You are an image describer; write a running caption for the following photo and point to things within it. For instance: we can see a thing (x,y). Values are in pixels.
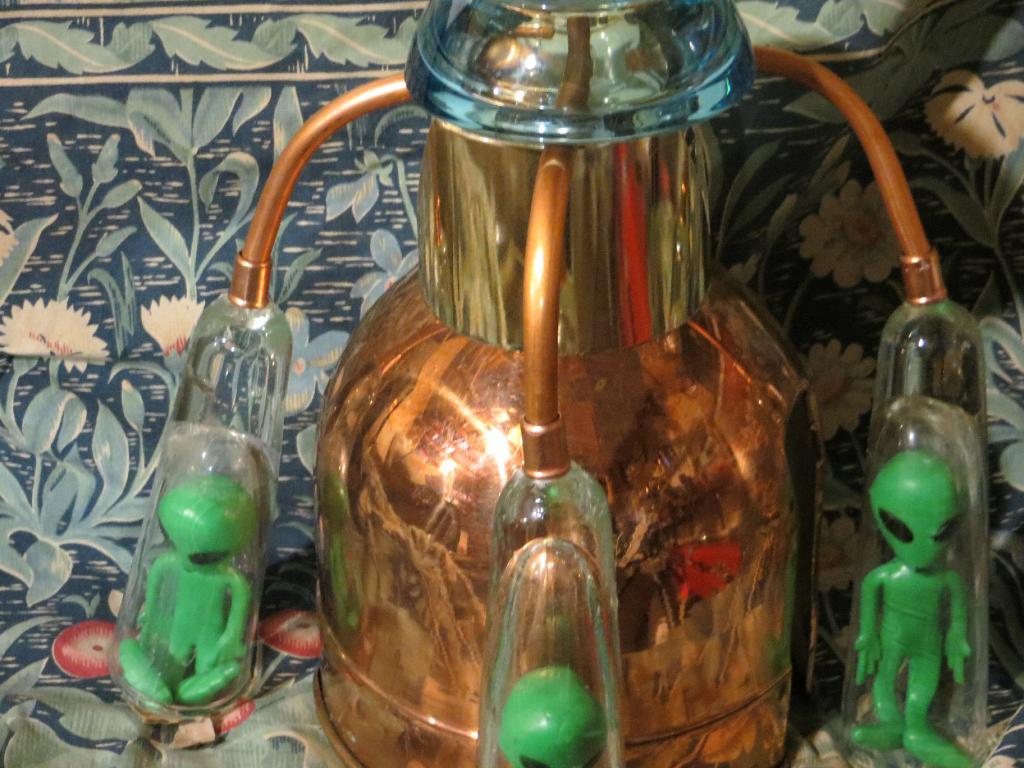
In this image I see the golden color thing (566,291) over here in which there are 3 alien toys (935,741) and I see the cloth (143,35) on which there are design (97,117) of flowers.
